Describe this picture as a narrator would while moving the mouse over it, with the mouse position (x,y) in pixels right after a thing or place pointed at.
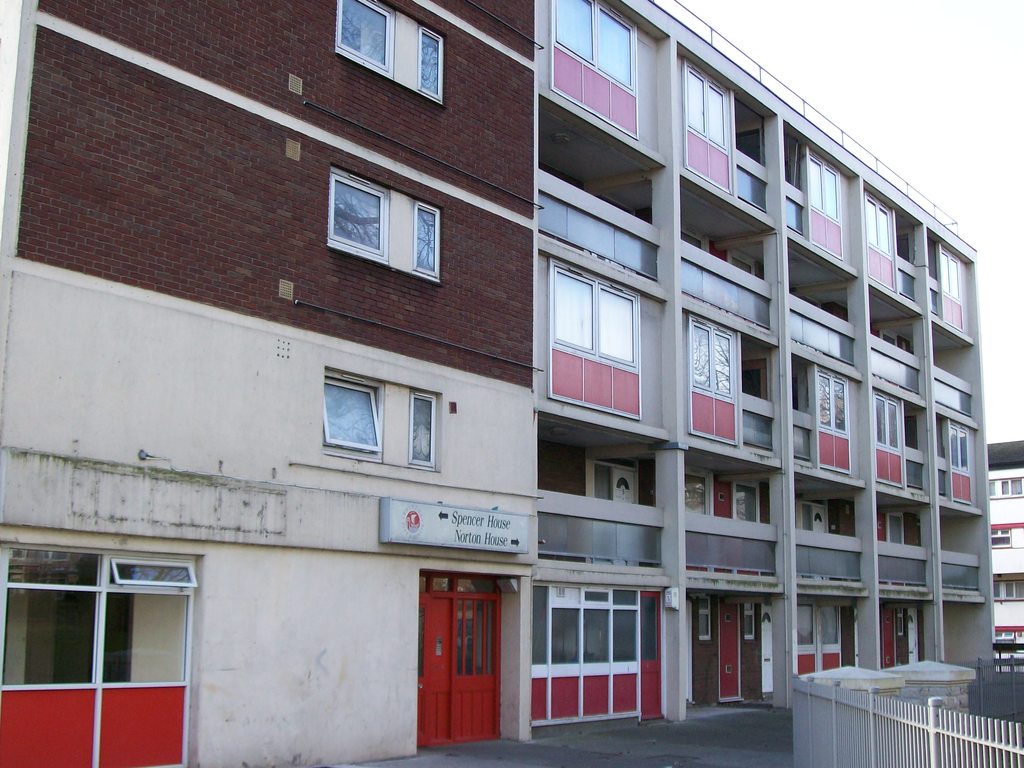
In this image there is the sky (858,52) truncated towards the top of the image (897,76), there is a building (416,438), there are windows (578,327), there is a board (467,522) on the building (435,551), there is text (469,537) on the board (413,522), there are doors (462,632), there is a fencing (899,746) truncated towards the bottom of the image (915,754), there is a building (1008,549) truncated towards the right of the image (1013,489), there is an object (993,674) truncated towards the right of the image (992,687), at the bottom of the image (769,747) there is the road (624,752) truncated.
